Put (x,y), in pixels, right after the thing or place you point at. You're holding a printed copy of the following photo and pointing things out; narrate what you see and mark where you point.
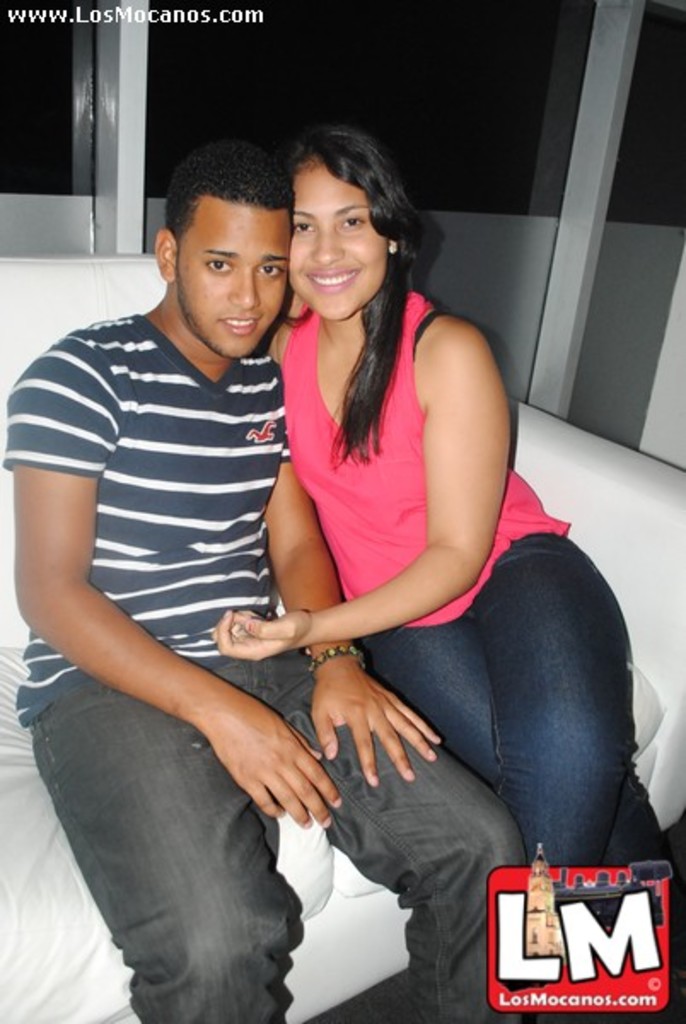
This picture shows a man (220,458) and a woman (399,532) seated on the sofa (54,322) and we see text (225,12) on the top left corner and a logo (556,892) at the bottom (556,905).
